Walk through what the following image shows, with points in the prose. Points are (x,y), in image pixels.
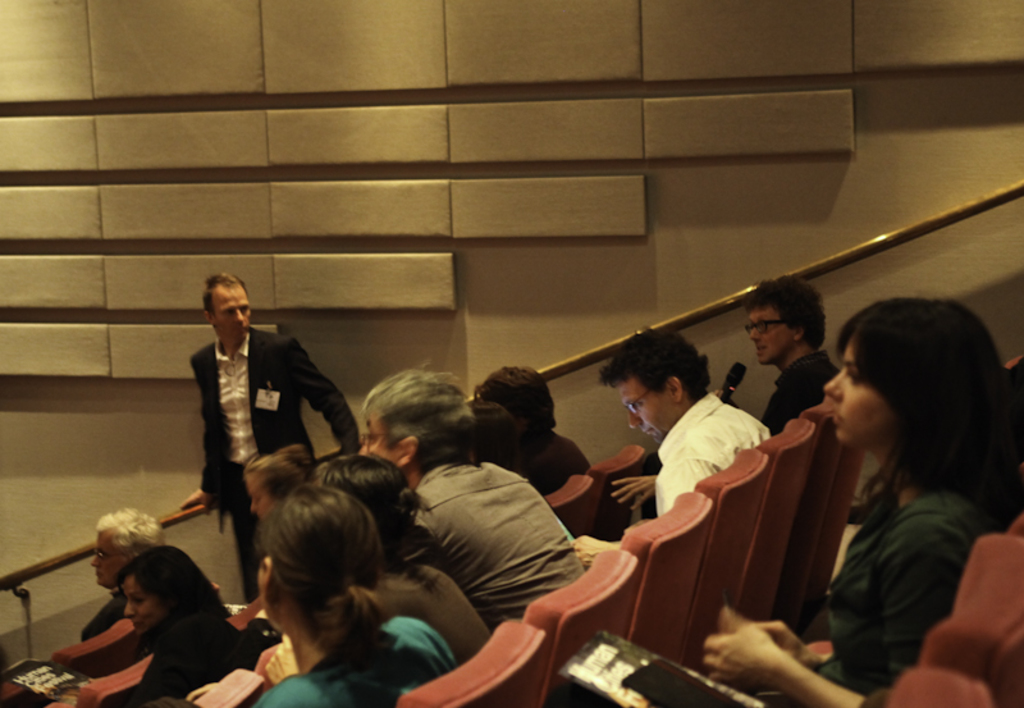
In this image, I can see a group of people (499,451) sitting on the chairs (593,620) and a person (255,540) standing. In the background (596,354), there is a staircase holder (680,322), which is attached to the wall (688,197).
